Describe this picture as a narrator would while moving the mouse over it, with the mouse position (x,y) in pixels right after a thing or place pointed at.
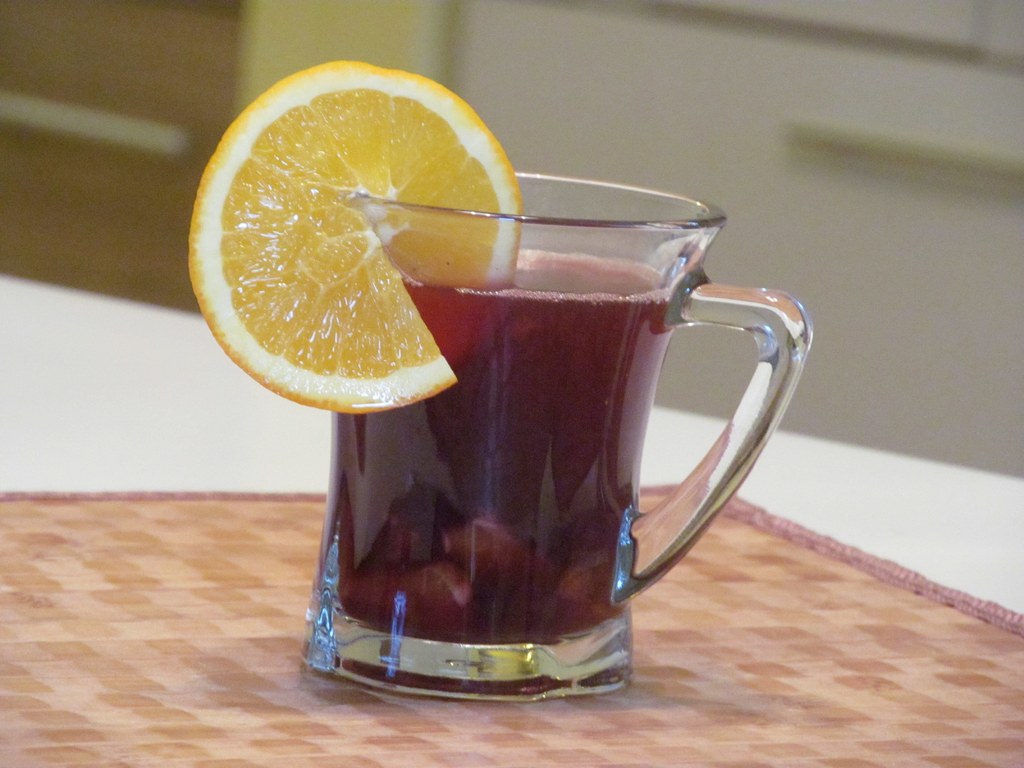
This picture is consists of a mug (740,470) of a juice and there is a slice of orange (364,201).
